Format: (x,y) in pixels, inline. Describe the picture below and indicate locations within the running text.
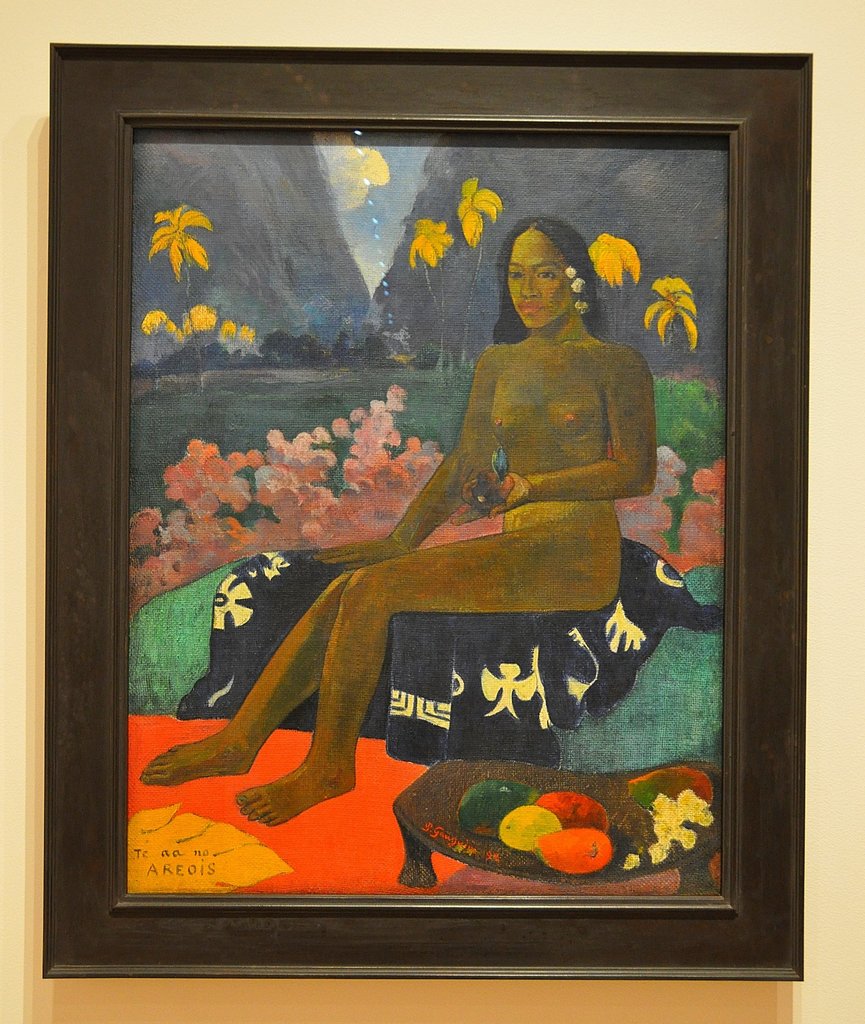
In the center of the image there is a wall (17,668). On the wall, we can see one photo frame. On the photo frame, we can see some painting (404,740), in which we can see the sky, clouds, hills (336,276), trees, plants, one person (526,269) sitting and holding some object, one cloth (481,757), fruits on the wooden object (435,801) and a few other objects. And we can see some text (441,826) on the photo frame (228,726).
